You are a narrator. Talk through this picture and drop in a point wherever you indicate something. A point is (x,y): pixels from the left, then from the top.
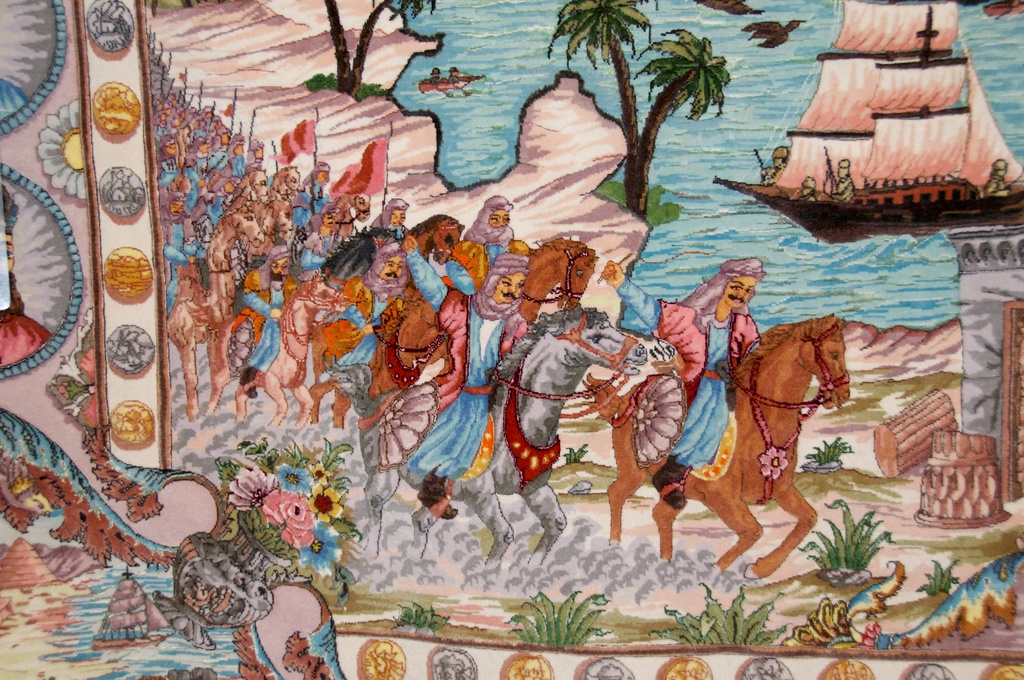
In this image we can see a painting (735,317). In the painting (728,515) we can see many trees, a sea (772,280), a watercraft (796,125), many people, many horses (549,470), weapons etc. in the image.
